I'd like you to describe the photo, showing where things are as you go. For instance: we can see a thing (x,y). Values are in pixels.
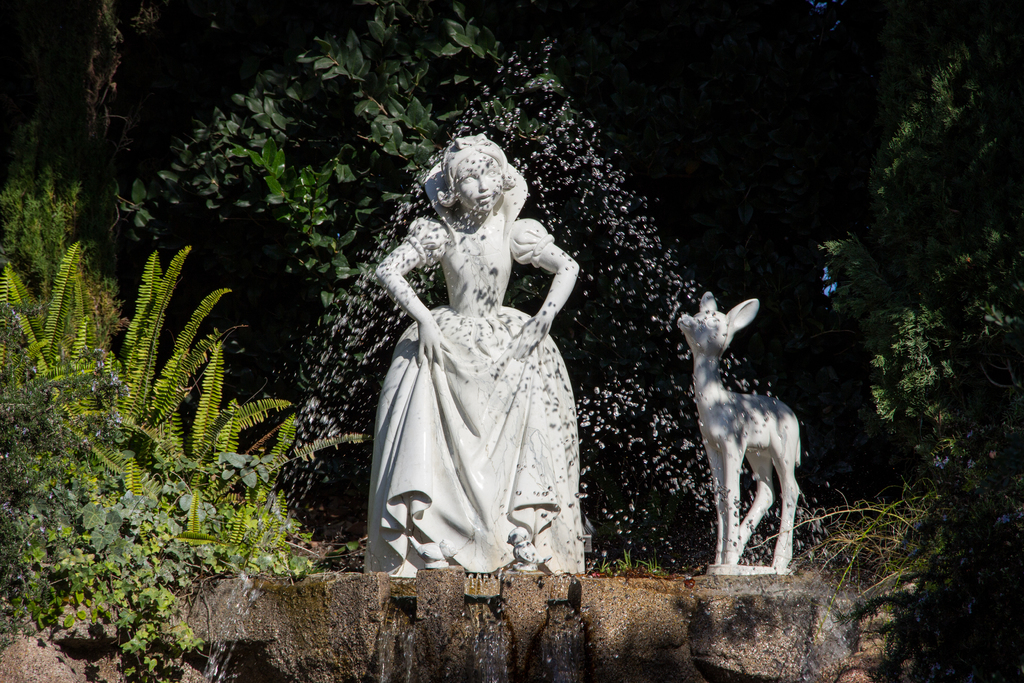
In this image I can see the statues (478,361) of the person (466,378) and an animal (707,412). These are white color. In the background (282,132) I can see many trees (400,106). I can also see the fountain (300,615) in-front of these statues (404,523).
